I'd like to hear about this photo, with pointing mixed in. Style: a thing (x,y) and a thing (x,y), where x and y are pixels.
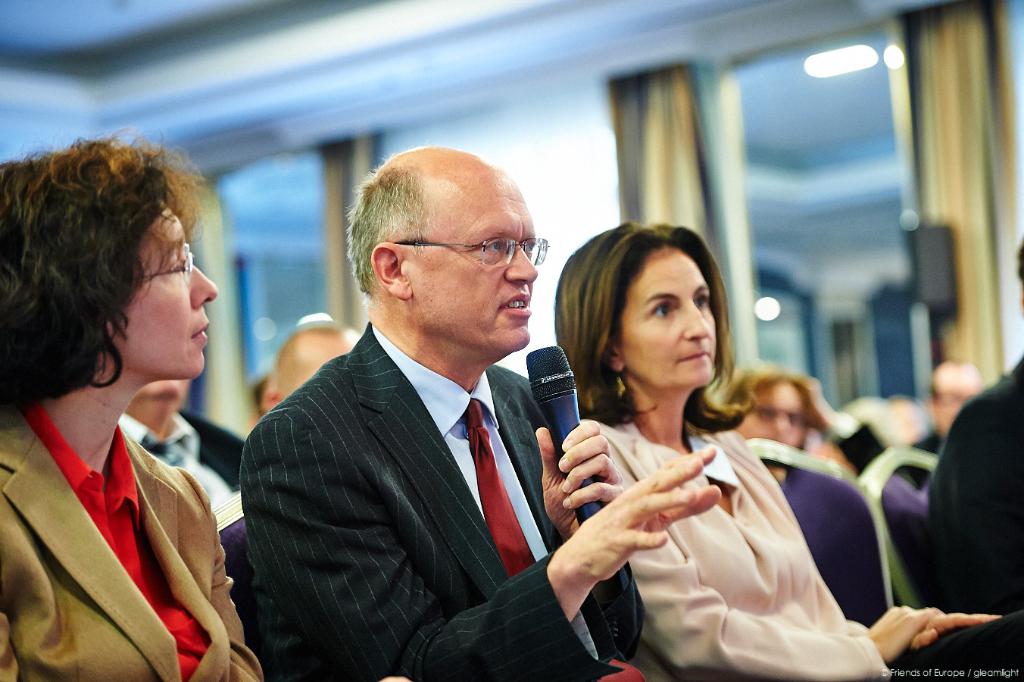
In this image there are a few people (411,360) sitting on their chairs (853,554), one of them is holding a mic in his hand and in the background (749,215) there is a wall (504,146) and windows (296,154) with curtains (339,146). At the top of the image (99,28) there is a ceiling (84,48).
